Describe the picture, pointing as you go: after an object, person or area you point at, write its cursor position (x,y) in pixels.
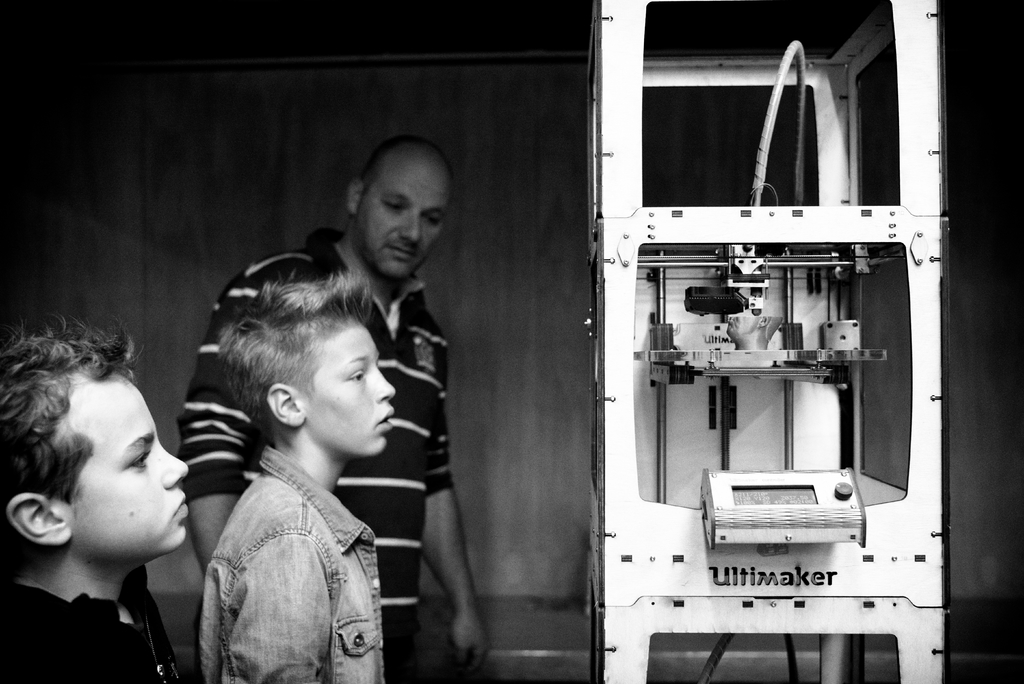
In this image we can see three people (358,496) standing. On the right (705,623) we can see a machine (740,583). In the background (488,321) there is a wall (465,183).
